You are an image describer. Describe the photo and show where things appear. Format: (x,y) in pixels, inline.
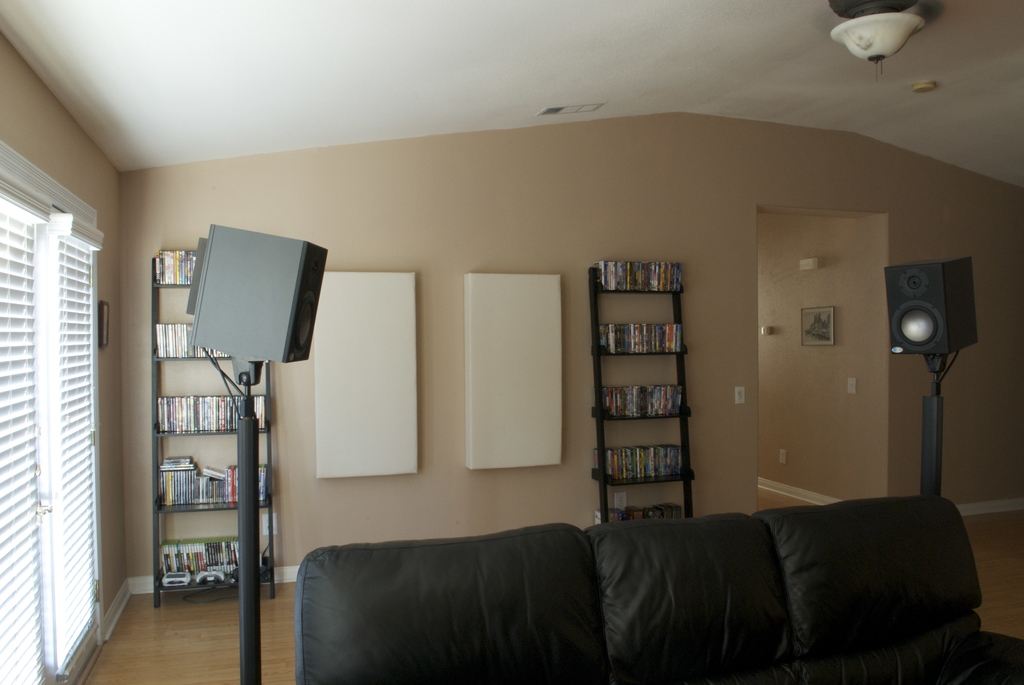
in the picture we can see the living room (434,474) with the sofa (671,554) in it and we can also see the stand (933,402) with speaker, we can also see the shelf (595,390) with the books (614,351) in it which is attached to the wall (426,426).
